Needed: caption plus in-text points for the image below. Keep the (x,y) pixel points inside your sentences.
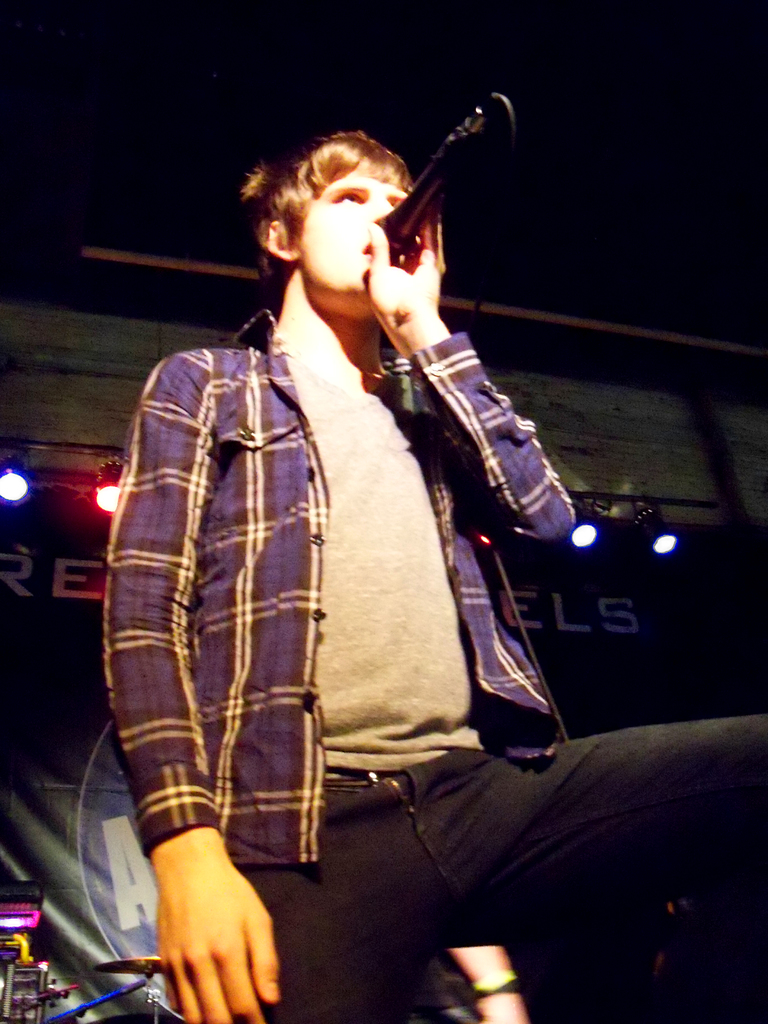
In this picture we can observe a person (214,586) wearing violet color shirt (276,558) and holding a mic (433,192) in his hand (422,288). He is standing. In the background (44,881) there is a black color cloth (68,837) and we can observe two colors of lights (109,503) which were in white and red colors.
